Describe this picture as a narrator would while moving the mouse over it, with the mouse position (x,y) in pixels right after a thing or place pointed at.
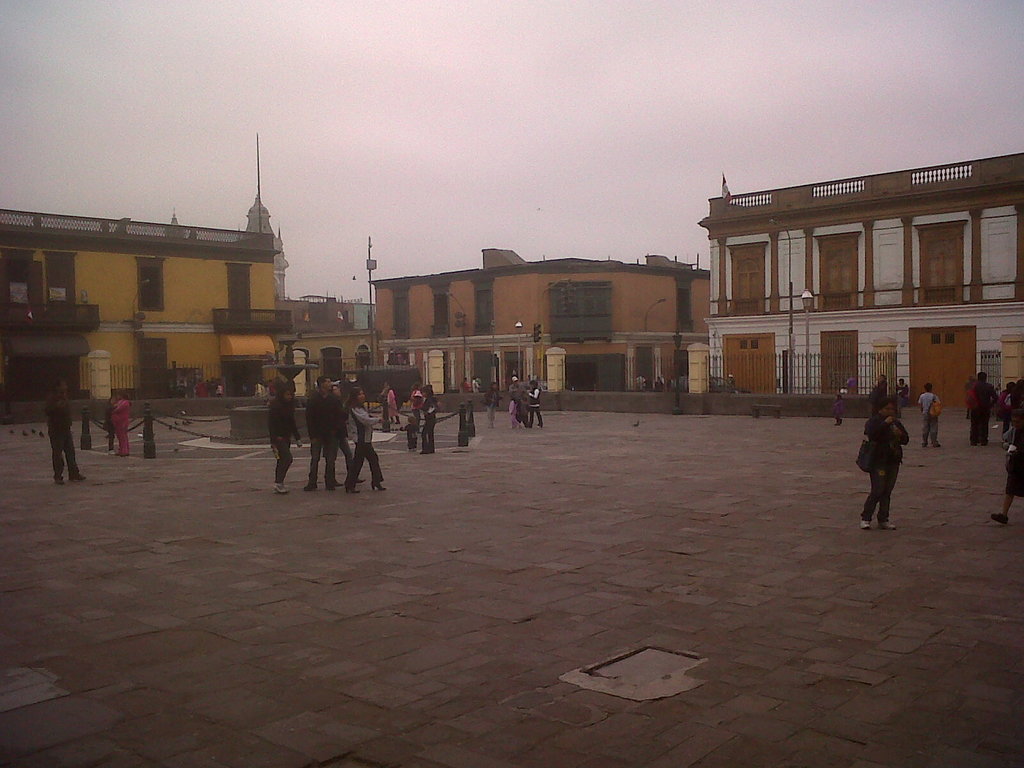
In the picture I can see buildings (460,376), poles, fence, people (429,418) standing on the ground (557,451) and some other objects (561,361). In the background (469,130) I can see the sky (398,152).
